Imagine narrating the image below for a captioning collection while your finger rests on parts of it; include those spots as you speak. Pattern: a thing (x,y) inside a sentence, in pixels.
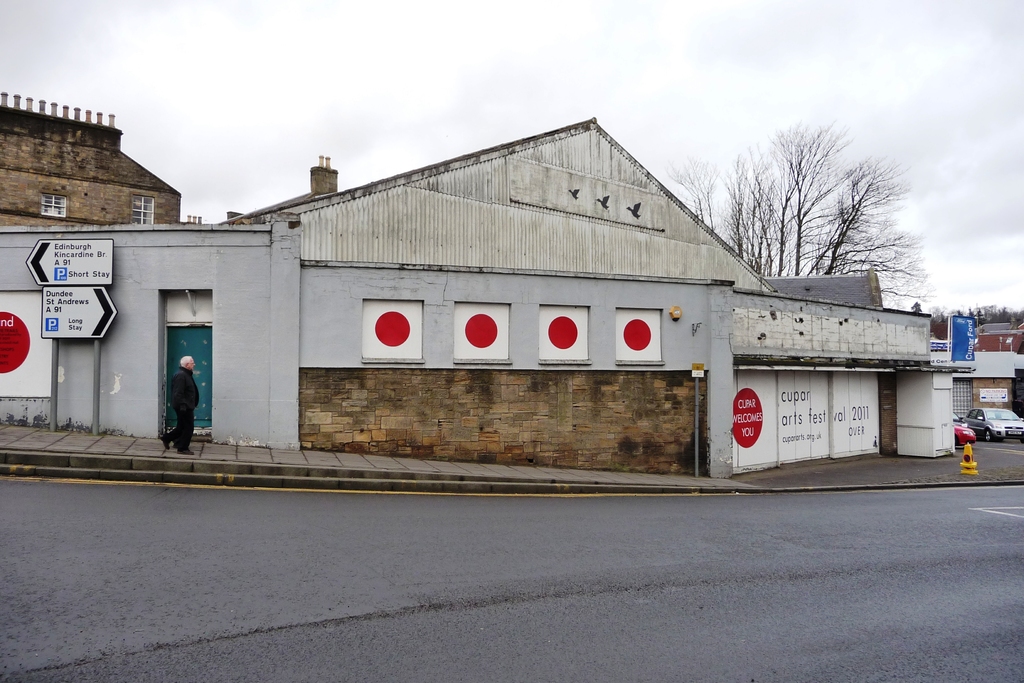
In this image in the background (848,375) there are buildings (609,324), trees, boards (68,324) with some text (73,322) written on it and there is a person (188,417) walking, there are cars (982,417) and the sky (858,31) is cloudy.
